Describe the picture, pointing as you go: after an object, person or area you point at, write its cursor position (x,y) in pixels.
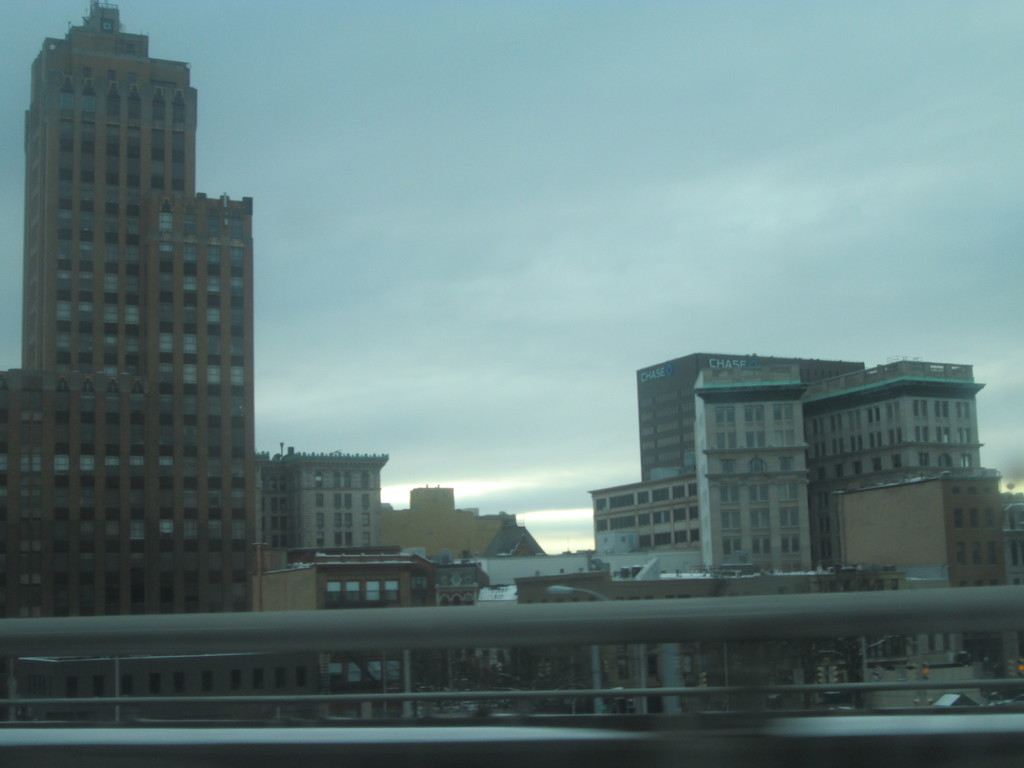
In this image I can see a rod (821,601), background (973,550) I can see few buildings (656,467) in brown, cream and white color, and the sky (509,179) is in white and blue color.
